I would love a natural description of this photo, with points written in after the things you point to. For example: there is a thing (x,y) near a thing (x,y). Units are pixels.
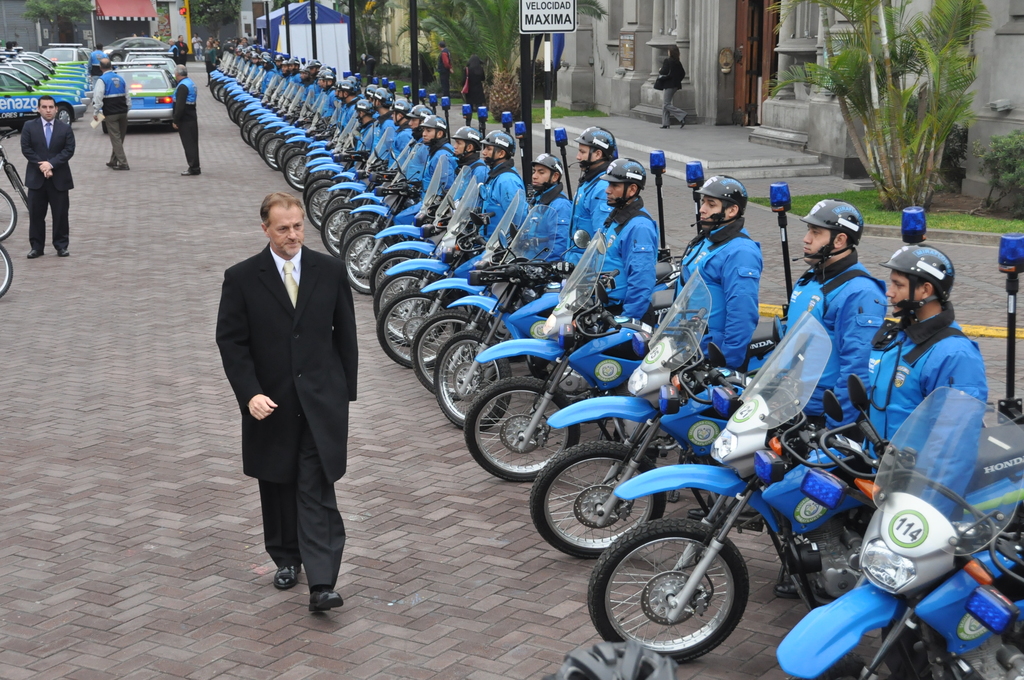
This image consists of motorcycles (342,248) and people (882,401) are standing beside motorcycles (527,270). There are cars (21,56), there is a building (745,102) on the top (644,47). There are plants (904,94) on the top right corner (919,188). There is a person (314,501) in the middle (343,290) who is walking. He is wearing black color dress (323,420).
